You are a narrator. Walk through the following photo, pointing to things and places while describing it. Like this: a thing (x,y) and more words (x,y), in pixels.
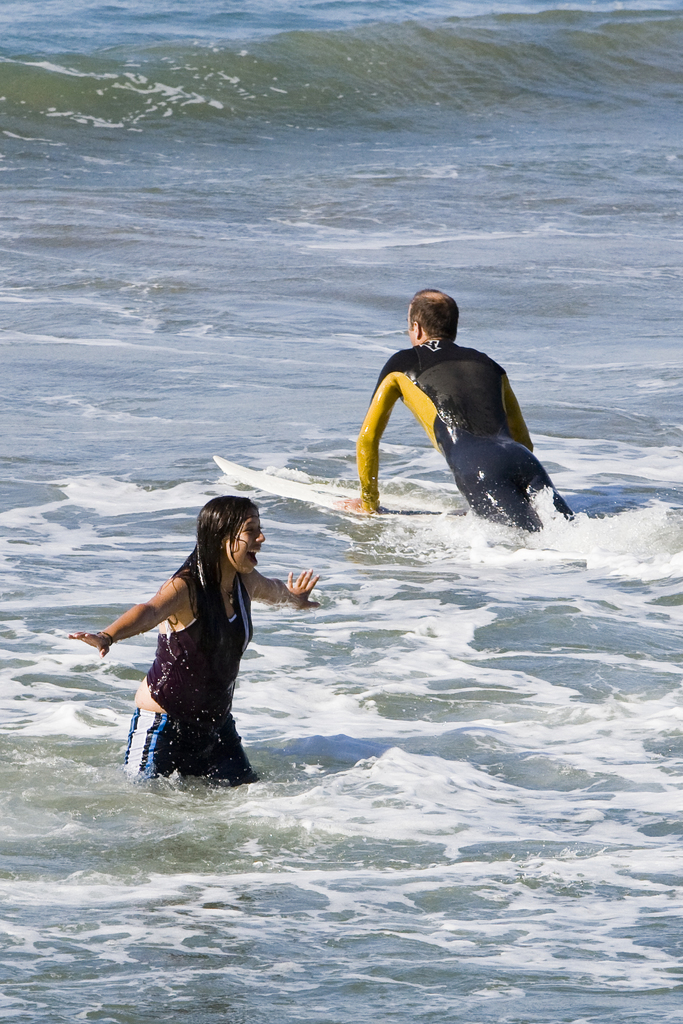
In this picture there are two persons (534,523). At the front (237,586) there is a person (218,614) standing in the water (233,790) and at the back (246,476) there is a person (477,428) holding the surfing board (239,469).
